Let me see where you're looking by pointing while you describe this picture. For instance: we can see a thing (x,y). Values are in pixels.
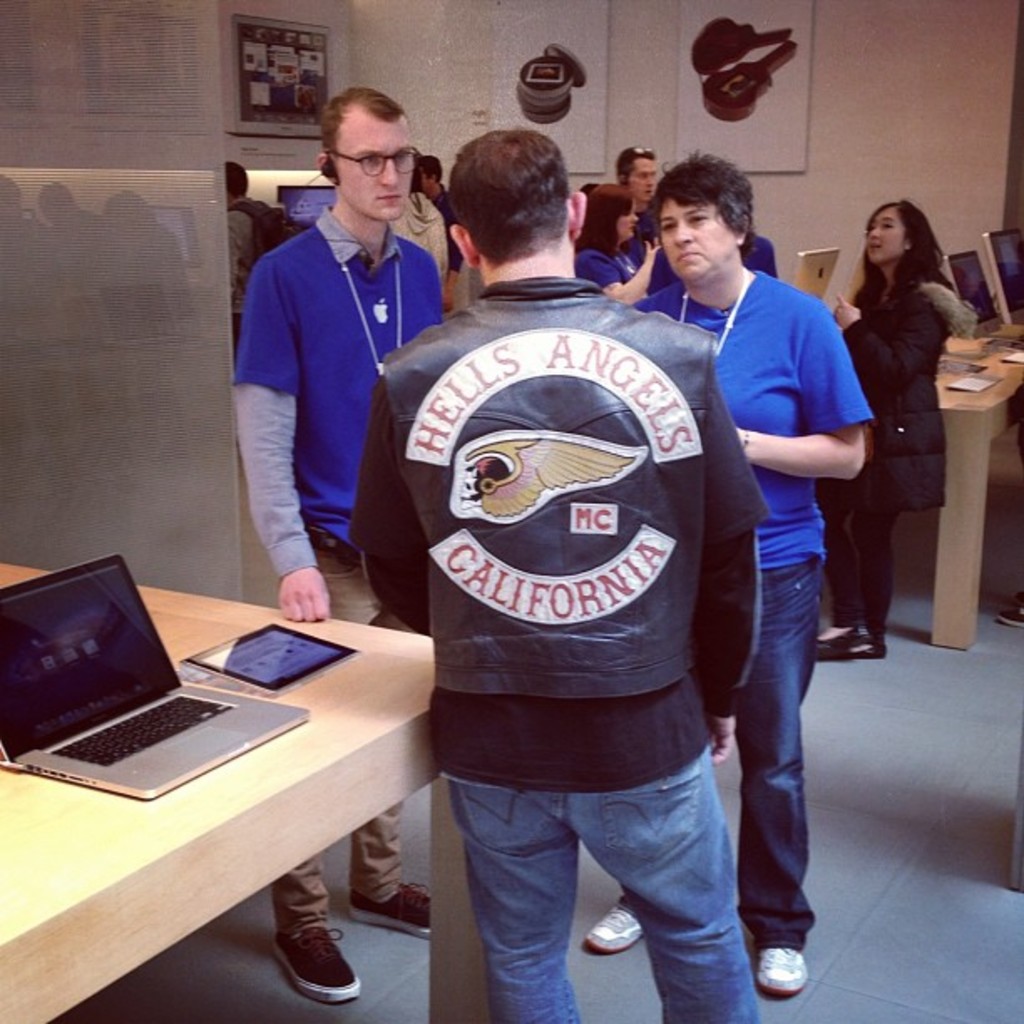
There is a group of people (388,482). They are standing on a floor (1015,629). There is a table (407,650). There is a laptop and ipad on a table (416,638).
